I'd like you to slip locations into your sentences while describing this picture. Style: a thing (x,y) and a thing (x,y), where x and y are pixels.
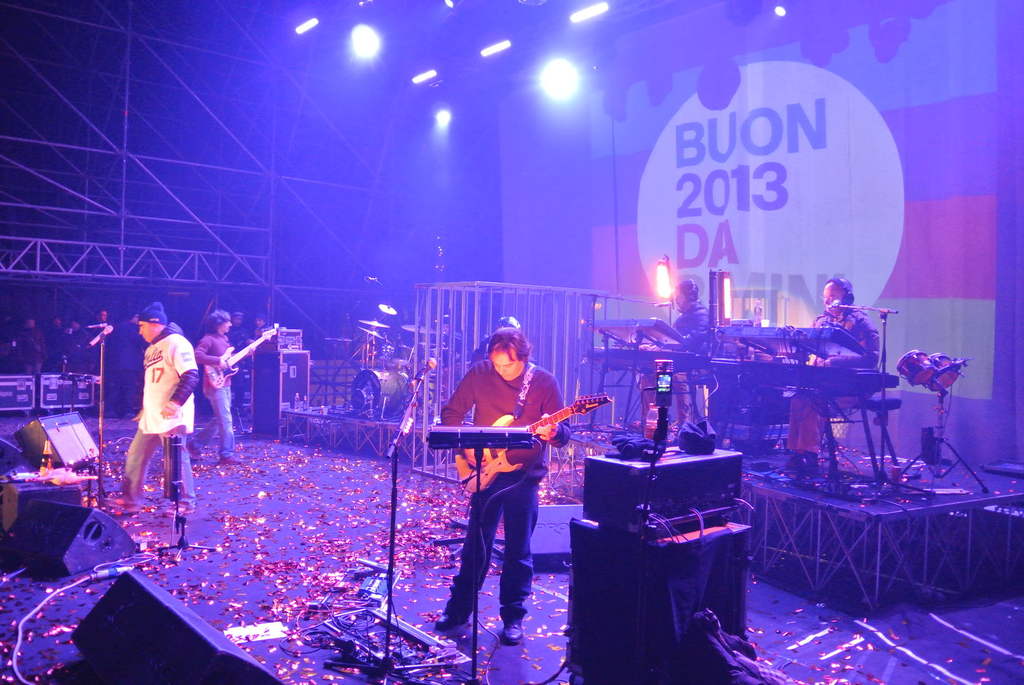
This is a stage (241,434). On this stage (241,434) many persons (495,393) are playing musical instruments (485,452). In the front (500,400) a person (500,399) wearing a red t shirt (487,414) is playing a guitar (493,468). And there are drums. One person (850,319) in the background (849,297) is wearing a headset (846,286) and on the floor (261,530) of the stage (273,531) there are glitter papers (224,512). There are speakers (89,553) in the front (96,542). In the background (712,193) there is a banner (770,165). Above that there are lights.
